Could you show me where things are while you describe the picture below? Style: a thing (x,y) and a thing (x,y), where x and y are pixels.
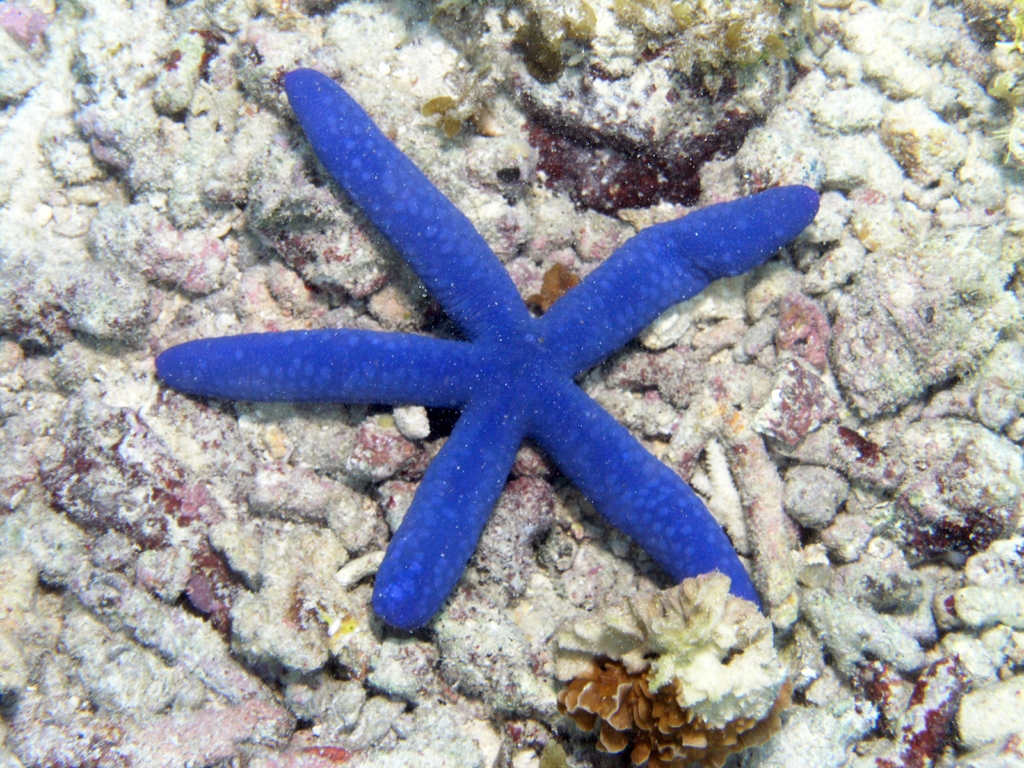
In this image I can see an aquatic animal (715,566) in blue color. In the background (748,533) I can see few stones (446,711).
